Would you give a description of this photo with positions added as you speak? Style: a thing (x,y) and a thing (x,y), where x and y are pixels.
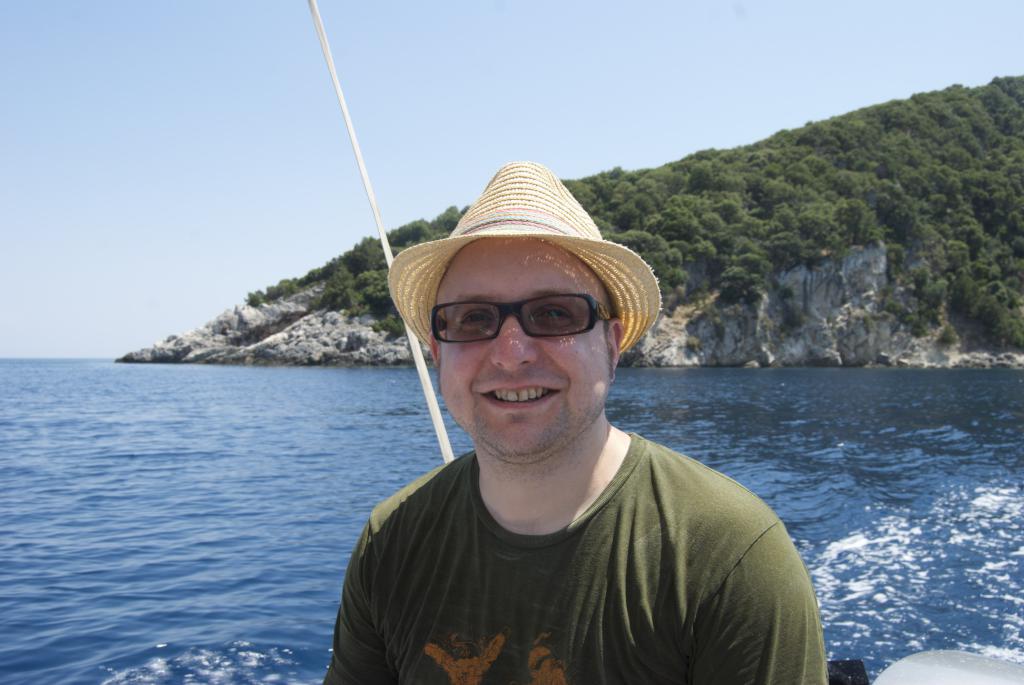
In the foreground of the image (551,257) we can see a person (618,304) where he wore a hat (509,174). In the middle of the image (669,344) we can see the hills (858,337), trees (886,222) and water body (160,419). On the top of the image (701,106) we can see the sky (663,86).
